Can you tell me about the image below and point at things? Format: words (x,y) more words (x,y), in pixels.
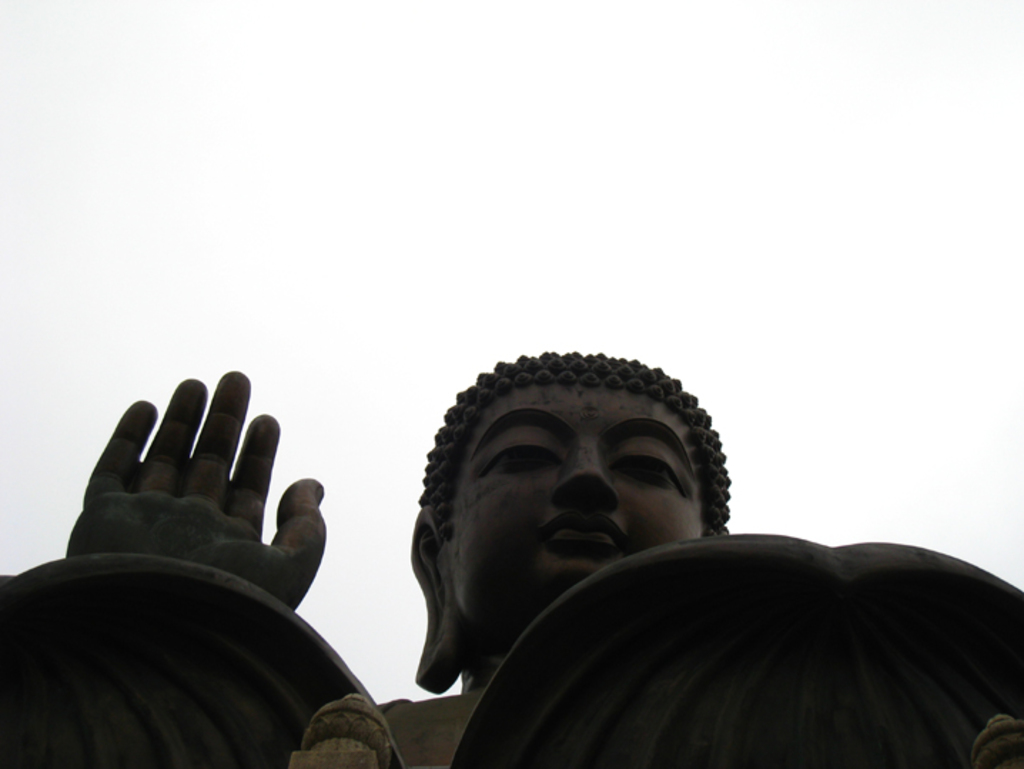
In this picture there is a statue of Buddha (512,502). At the top (366,198) there is sky (366,198).
